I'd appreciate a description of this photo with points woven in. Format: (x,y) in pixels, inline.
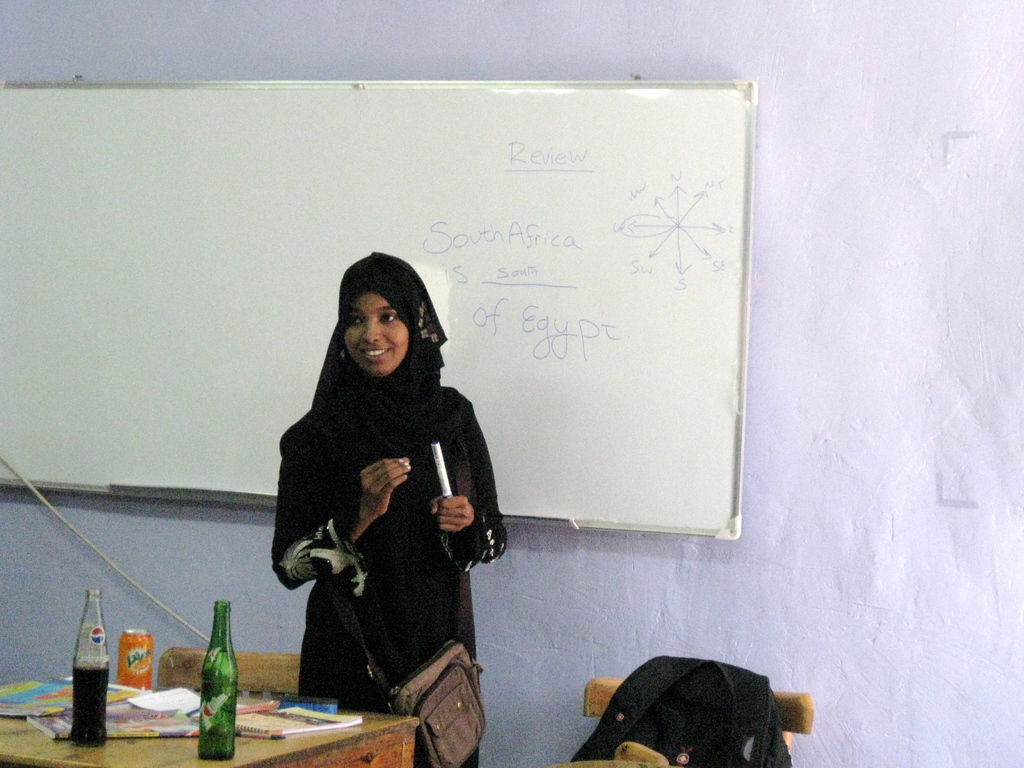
There is a woman (366,611) standing in room (829,517) wearing burkha (278,567) behind her there is a board (89,436) and a table (379,753) with some cool drink bottles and books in it.
